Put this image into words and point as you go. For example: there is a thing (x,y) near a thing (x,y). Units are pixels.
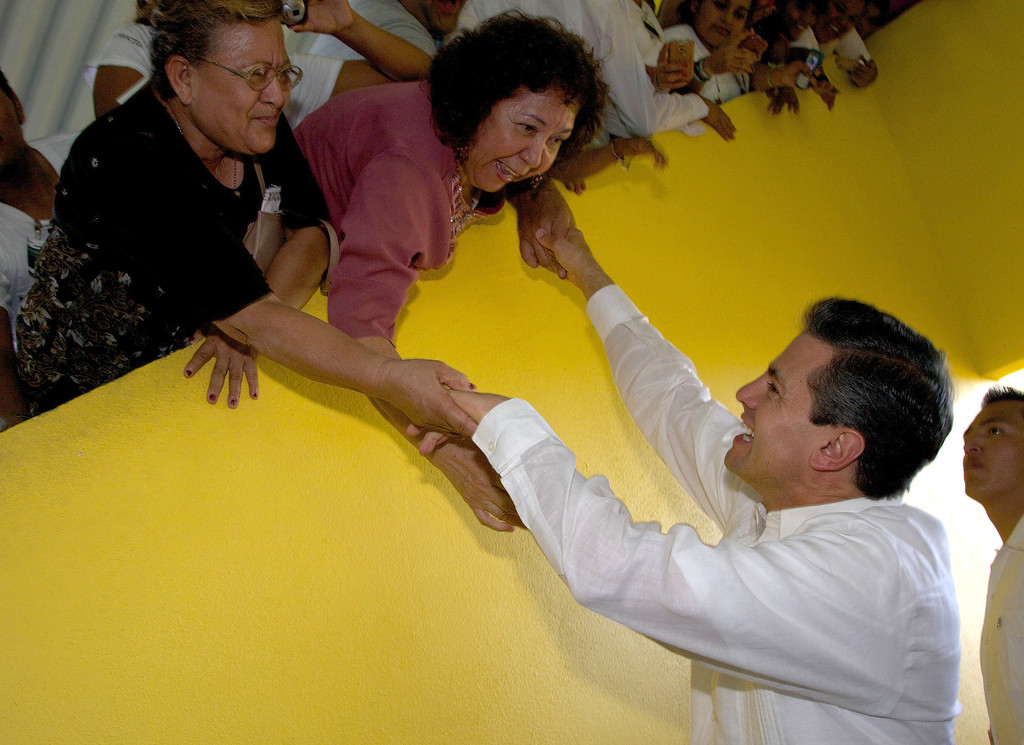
In this image I can see group of people (839,425) standing. In front (813,418) the person (789,630) is wearing white color shirt (882,704) and the person (270,307) at left (136,239) is wearing black color shirt (120,272) and I can see the wall (952,245) in yellow color.
